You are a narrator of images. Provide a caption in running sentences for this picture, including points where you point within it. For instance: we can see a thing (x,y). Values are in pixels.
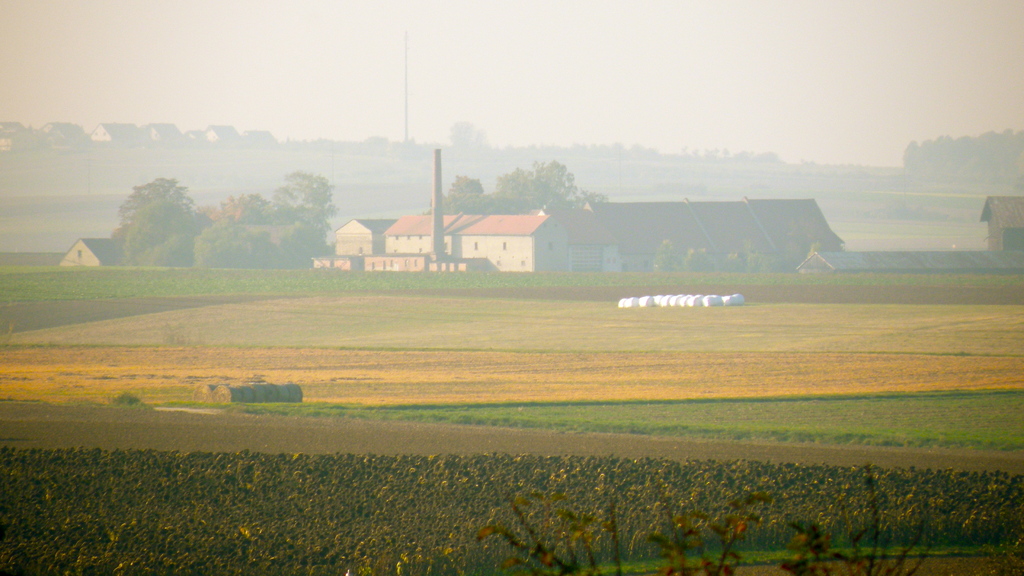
Front side of the image we can see plants (775,483) and grass (274,326). Background (118,260) we can see houses (650,243), trees (190,226) and sky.
